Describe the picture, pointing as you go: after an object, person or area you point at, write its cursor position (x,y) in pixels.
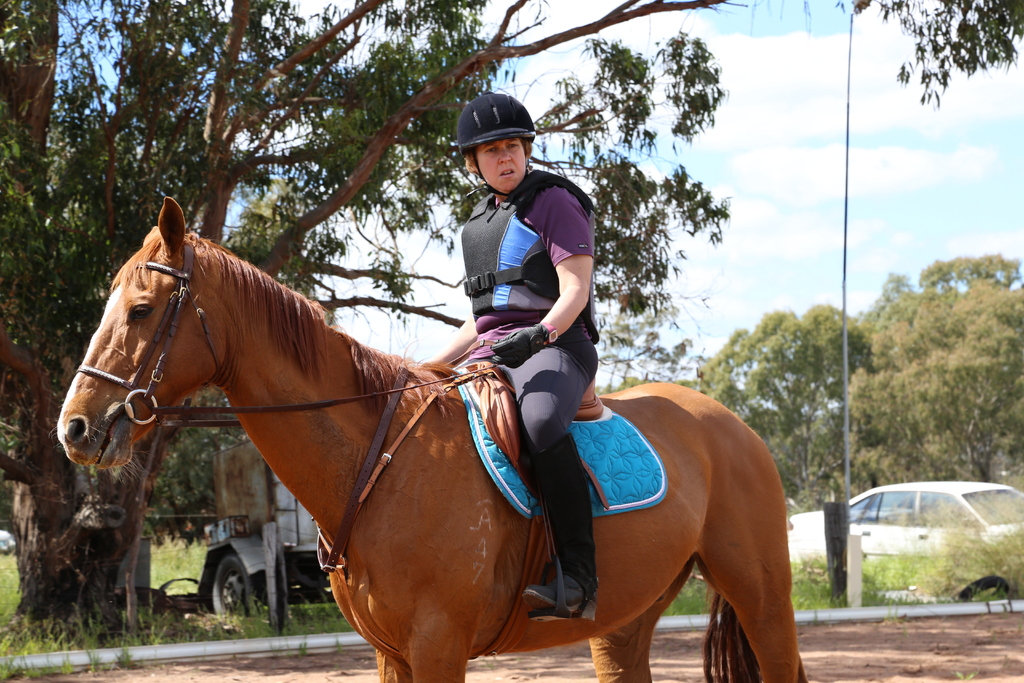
In this image, we can see some trees (320,153). There is a pole (845,220) on the right side of the image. There is a car (932,502) in the bottom right of the image (949,514). There is a vehicle (227,539) in the bottom left of the image (222,507). There are some plants (886,586) at the bottom of the image (898,590). There is a person (493,248) in the middle of the image (495,293) sitting on a horse (437,420). There is a sky (777,10) at the top of the image (787,26).
